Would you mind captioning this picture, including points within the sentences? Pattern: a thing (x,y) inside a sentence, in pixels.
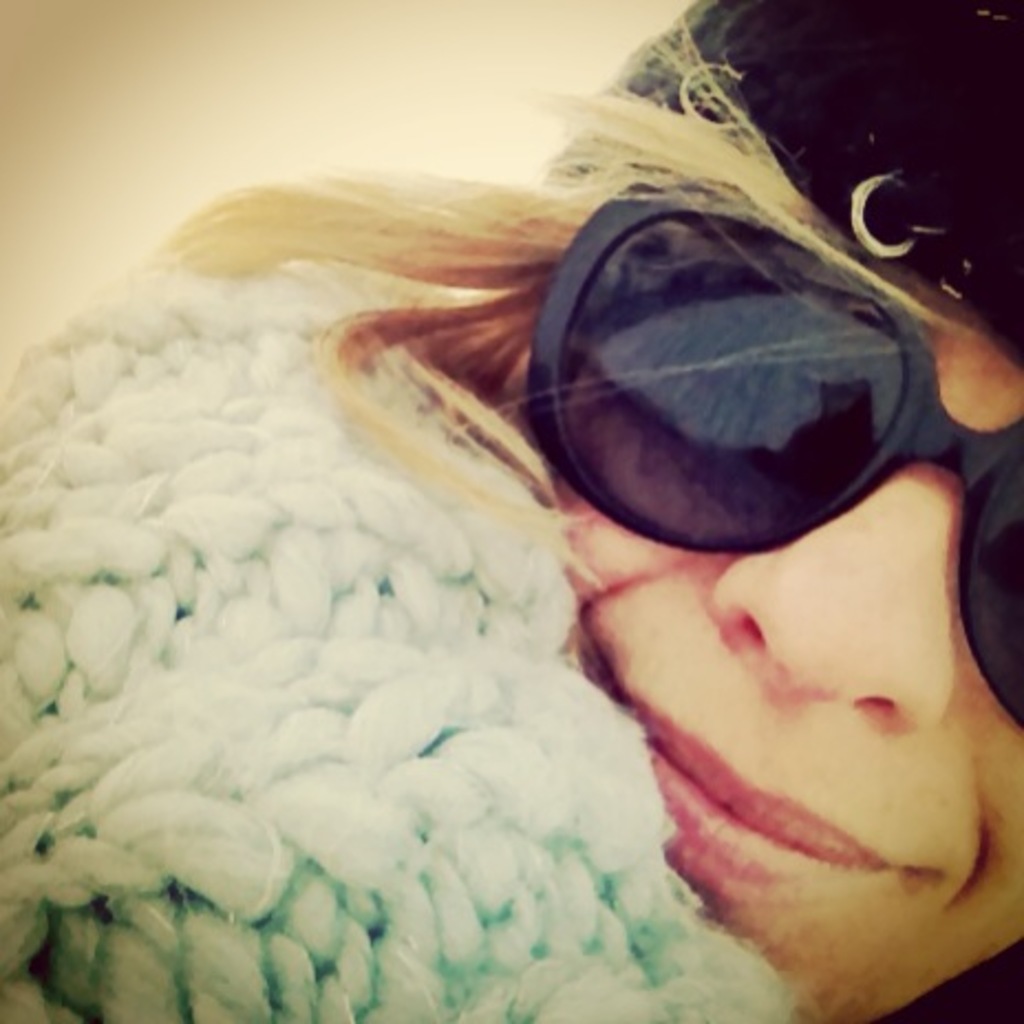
In this picture we can see a person (629,162) wearing goggles (748,250) on the eyes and a cap (1019,95) on the head (710,186).
